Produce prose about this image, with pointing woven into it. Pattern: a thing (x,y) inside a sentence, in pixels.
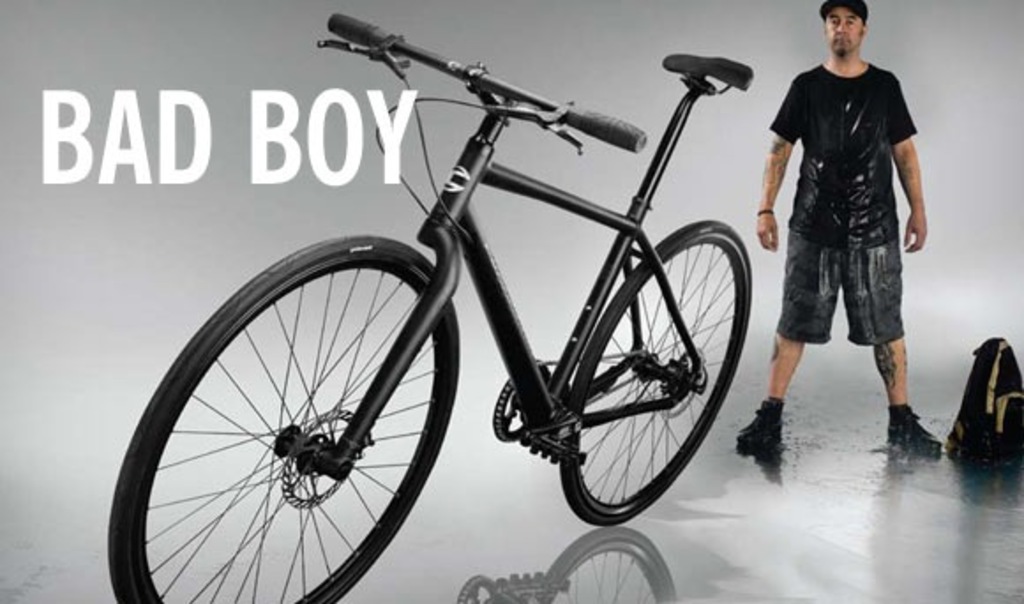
In this image we can see a black color bicycle (568,362) and a man (868,304) is standing, he is wearing black color t-shirt (839,215). Right side of the image (993,399) one bag (993,399) is there and on the image a watermark (171,142) is present.
